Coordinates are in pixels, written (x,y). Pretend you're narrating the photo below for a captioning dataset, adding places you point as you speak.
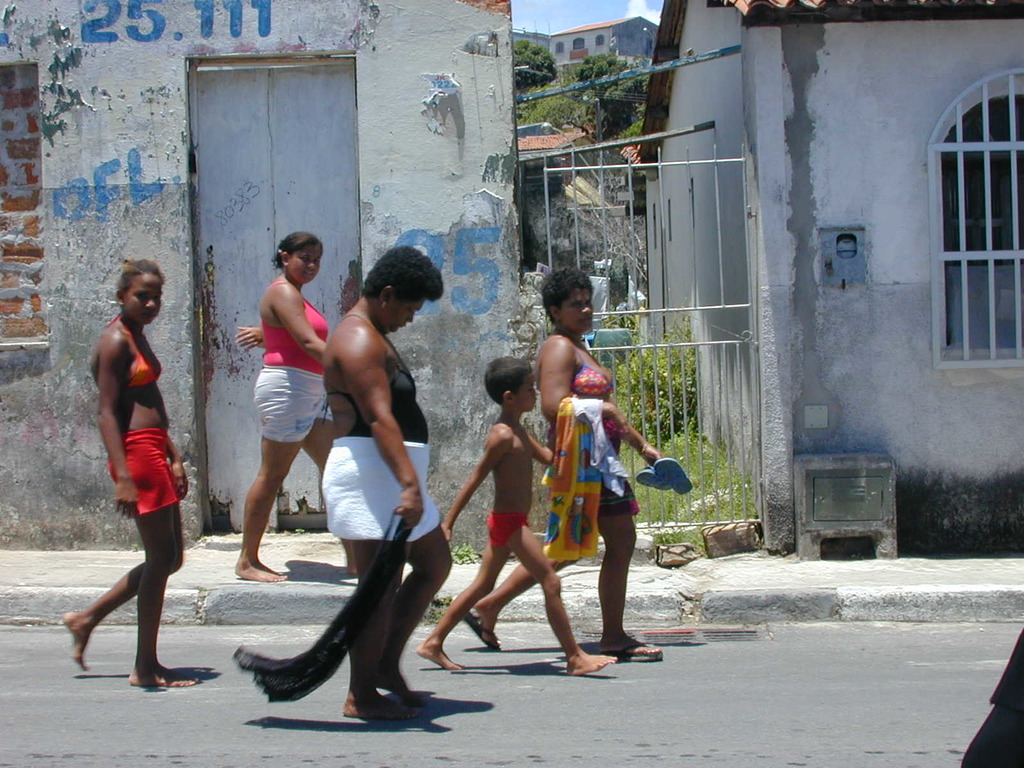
In this image in the center (356,439) there are persons (378,429) walking. In the background (511,130) there are houses (462,124), trees (670,340), and there is text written on the wall (118,194) of the house (399,155) which is in the center (455,290).
